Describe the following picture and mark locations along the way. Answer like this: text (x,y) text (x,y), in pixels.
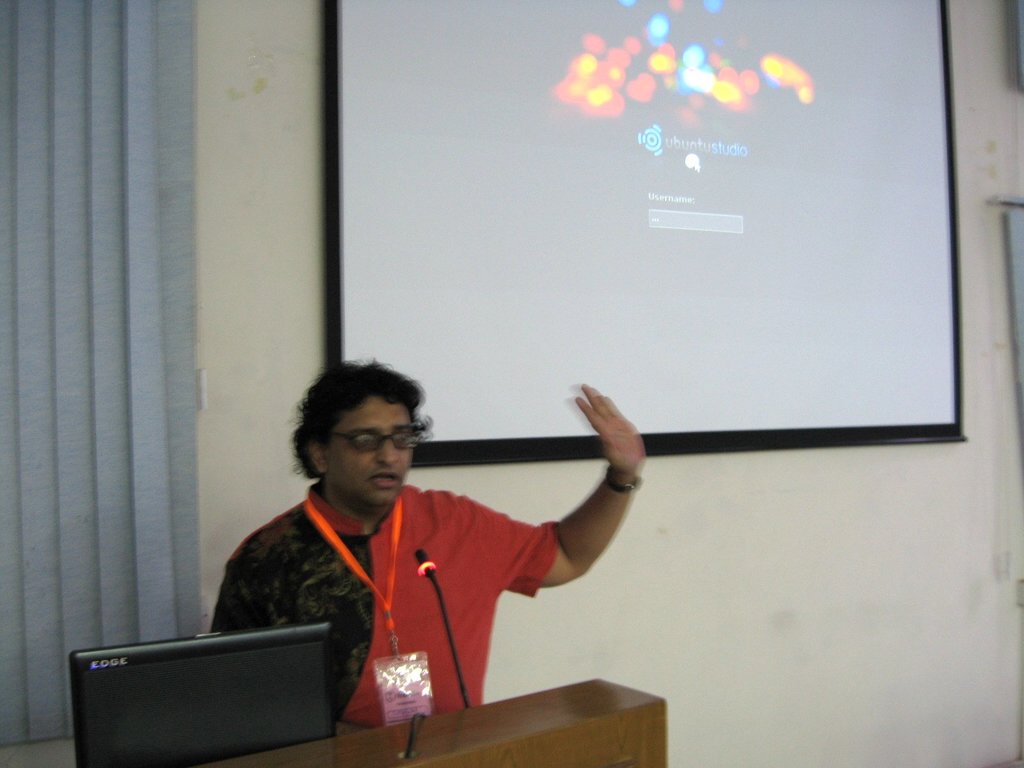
In this image I can see a person (387,563) is standing and wearing an ID card (379,677). Here I can see a monitor (196,695), a microphone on a wooden object (423,723). In the background (550,289) I can see a projector screen (650,268) on the wall (670,541) and other objects (121,156).
